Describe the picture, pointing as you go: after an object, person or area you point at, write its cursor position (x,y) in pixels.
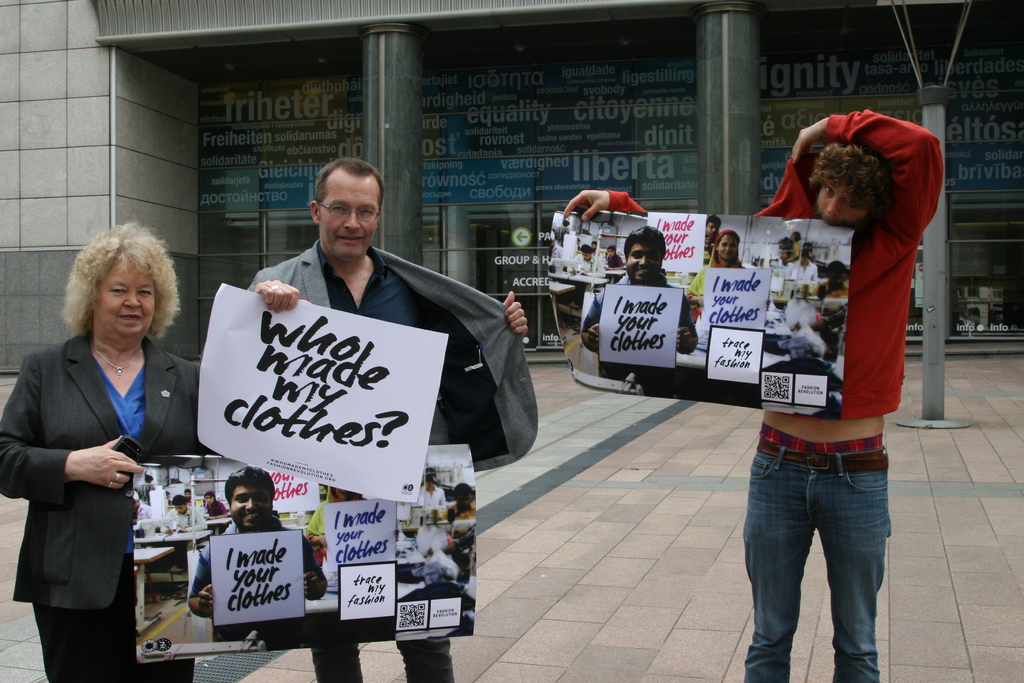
In this image there are three people (186,429) standing and holding posters (764,343) with some images (459,461) and text (277,562) on it. In the background (480,133) there is a building (498,113).
